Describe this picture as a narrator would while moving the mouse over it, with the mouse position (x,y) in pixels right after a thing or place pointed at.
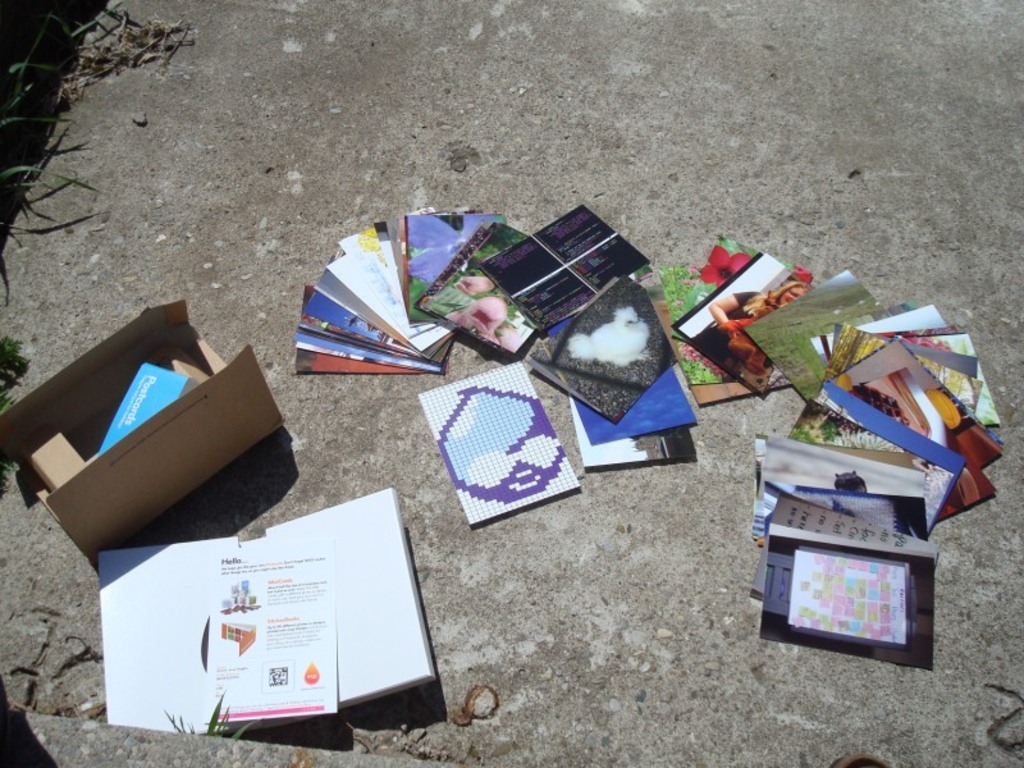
In this image there are photos (492,327), cardboard box (243,420), book (399,638) and few objects (504,440) are on the land (514,619). In the cardboard box (117,457) there is an object (132,391). Left side (36,86) there is some grass (34,115) on the land (331,160).
